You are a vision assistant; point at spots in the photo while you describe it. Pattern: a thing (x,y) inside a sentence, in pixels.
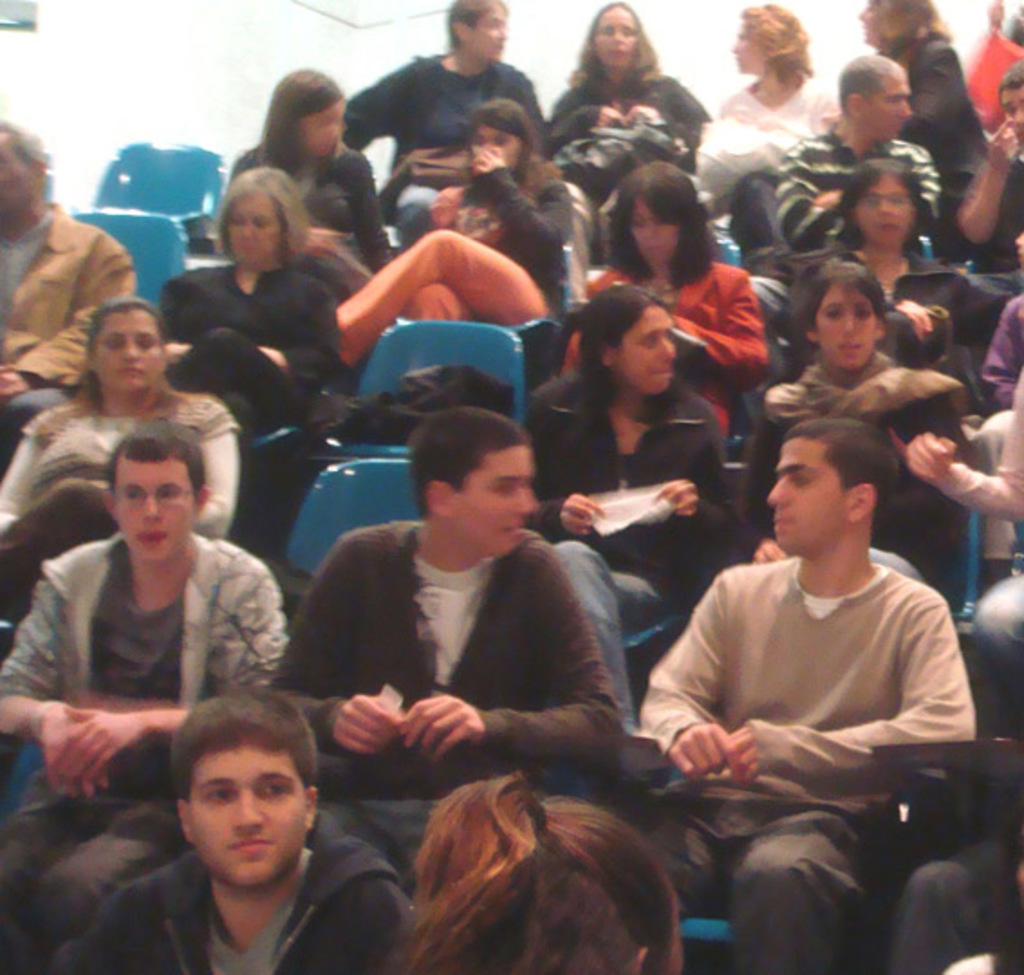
In this picture I can see there are a few people (354,282) sitting and they are few women (689,312) and men (970,694). There are few empty chairs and there is a white wall (271,39) in the backdrop (118,2).
